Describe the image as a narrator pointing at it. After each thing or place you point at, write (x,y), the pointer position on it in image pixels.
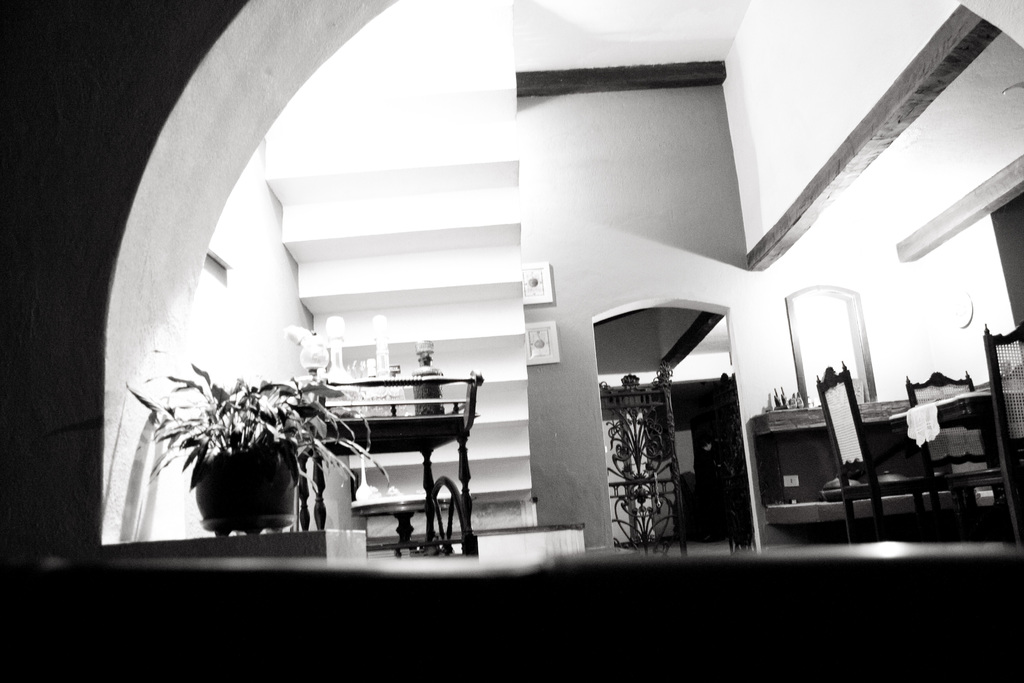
This is a black and white image. I can see a flower pot (238,480) with a plant (301,438). I can see a table (944,413) and chairs (1009,473). I think these are the stairs (466,215). I can see the photo frames (539,345), which are attached to the wall (600,316). This looks like a table (380,419) with few objects (424,399) on it. I think this is an arch (723,440). This looks like a dressing table (813,424) with a mirror (816,377).
